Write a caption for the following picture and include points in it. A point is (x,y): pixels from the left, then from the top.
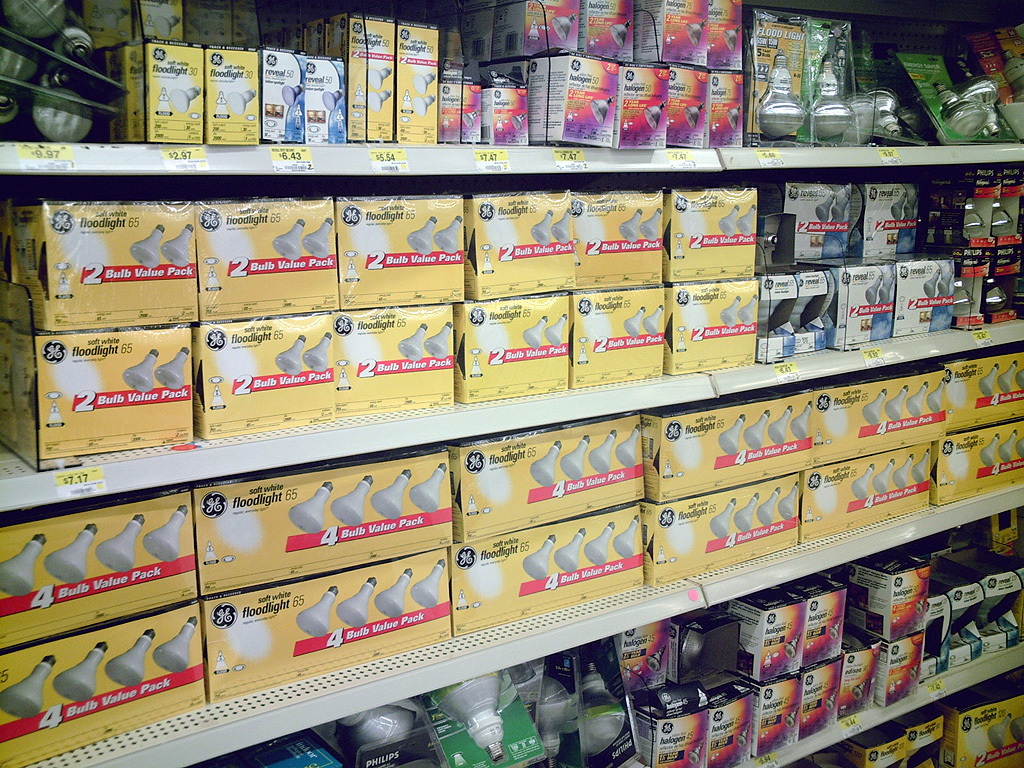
In this image I can see there are racks (674,172), in that there are boxes (516,218) with a label (869,427) and a text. And there are bulbs (981,228).
